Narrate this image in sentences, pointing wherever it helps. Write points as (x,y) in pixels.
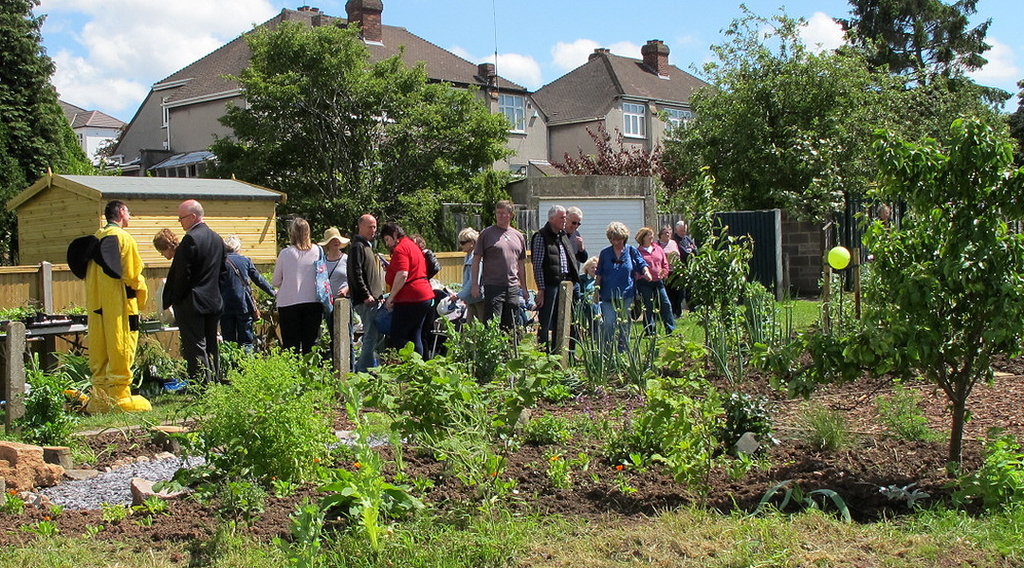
In this image at front (682,421) there are plants (338,482). Behind the plants (463,353) there are few people (97,306) standing on the surface of the grass (687,316). At the back side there is a table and on top of it there are plants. At the background (583,226) there are trees (442,159), buildings (506,111) and sky (516,40).
